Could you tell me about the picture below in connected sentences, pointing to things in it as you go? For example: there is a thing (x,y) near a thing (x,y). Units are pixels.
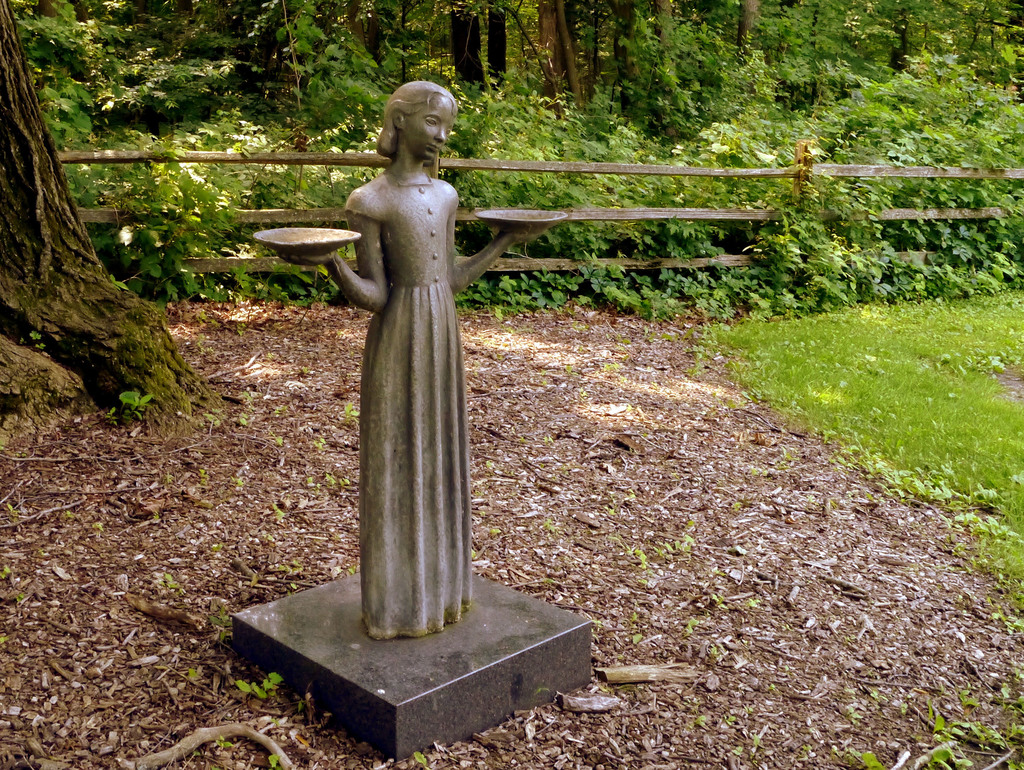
In this image there is a sculpture (410,278) on a land (344,308), in the background (135,227) there are trees (525,140) and a wooden railing (922,168).
